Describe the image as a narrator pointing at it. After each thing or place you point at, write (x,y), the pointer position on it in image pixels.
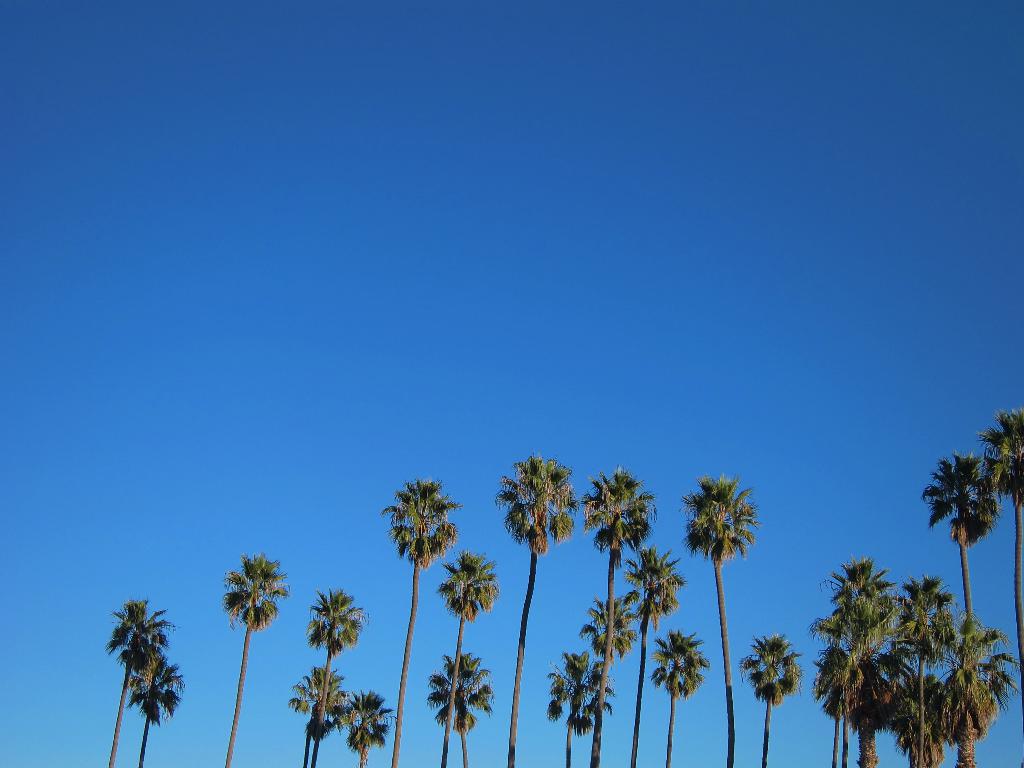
In this image we can see many trees (514,733). There is a blue and clear sky (554,261) in the image.
